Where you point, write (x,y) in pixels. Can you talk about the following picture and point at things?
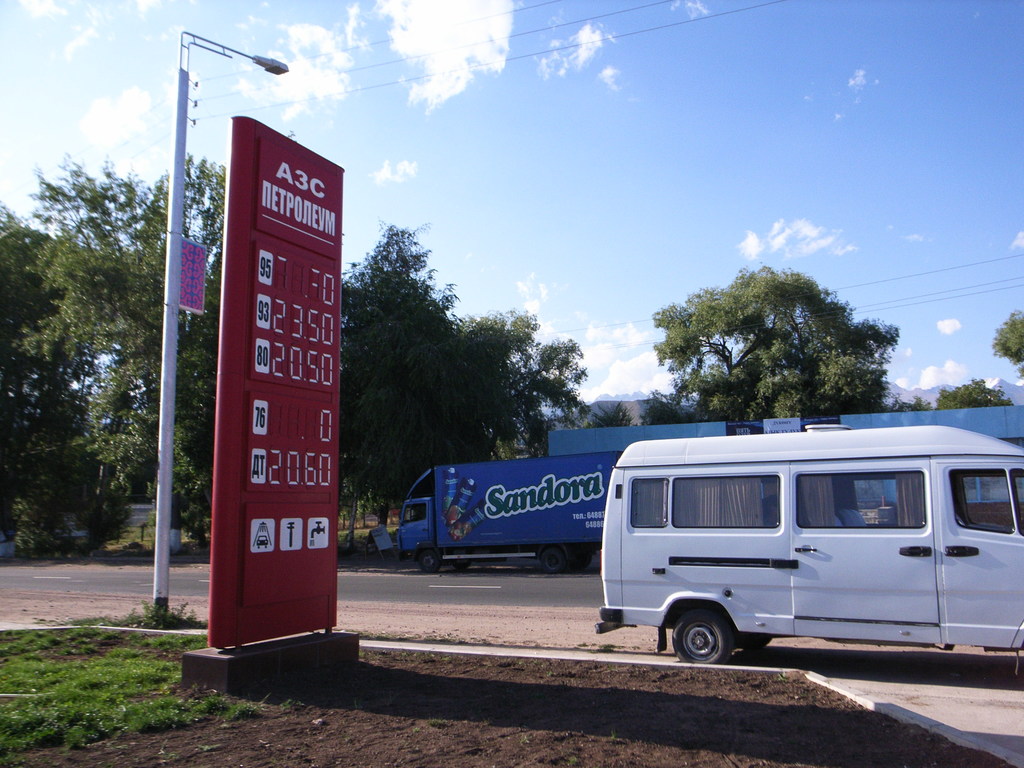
In the image there is a truck (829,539) going on the road (180,584) on right side (730,526) and there is a ad board (233,392) in the middle of grassland (197,646) with a street light (198,38) behind it, in the back (543,388) there are trees (433,342), and above its sky (520,97) with clouds (462,33).
